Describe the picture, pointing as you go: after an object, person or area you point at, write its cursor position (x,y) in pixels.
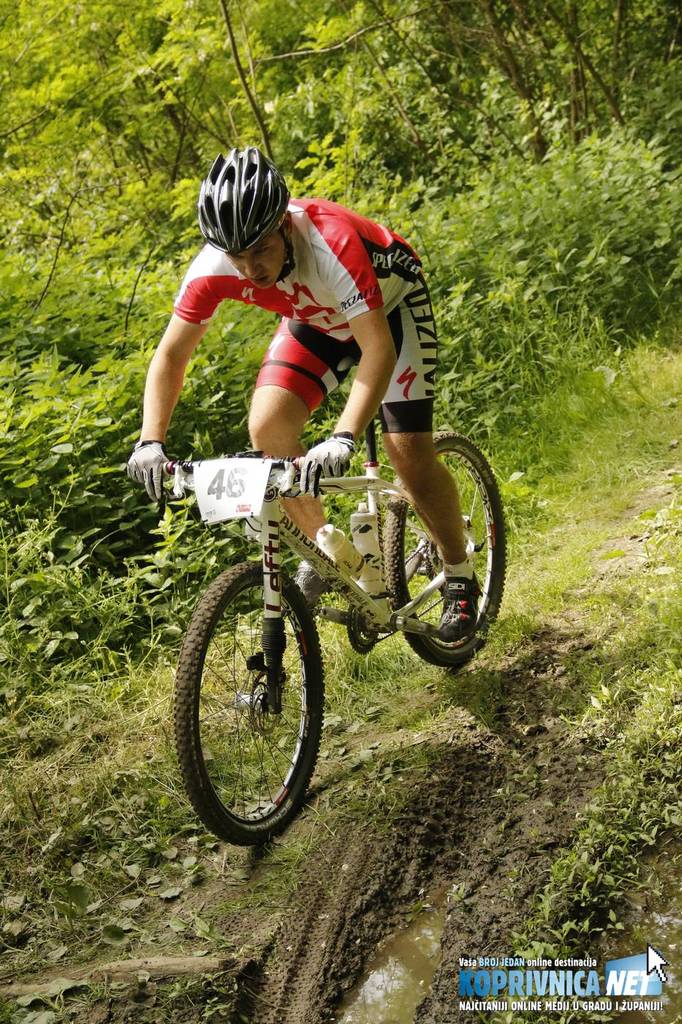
In this image, a person (319,344) is riding a bicycle (218,614) on the grass (403,699). In the background (579,284), trees (513,41) are visible and a grass (586,420) are visible. In the right bottom (598,1009), a text (485,984) is there. This image is taken during day time on the mountain (475,780).
